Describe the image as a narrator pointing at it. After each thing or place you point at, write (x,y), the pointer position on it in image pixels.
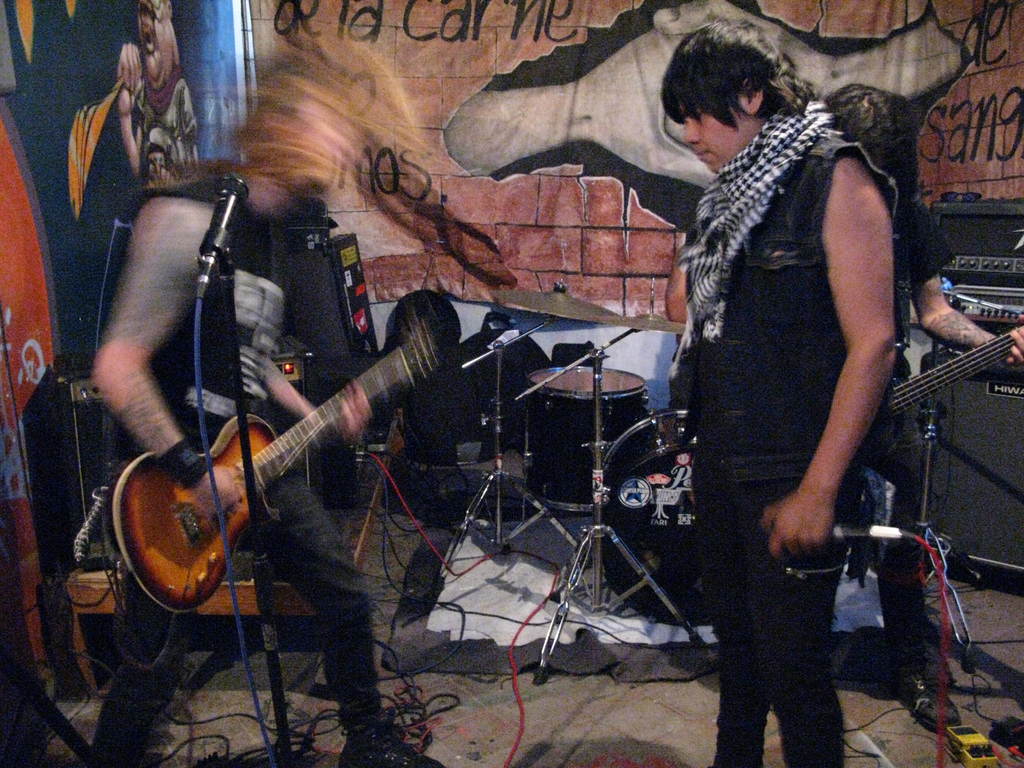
In this image we have group of people (852,273) who are standing, among them the person (258,365) on the left side (272,447) is playing a guitar (173,524) in front of the microphone (210,221). Here we have few drums (560,410). In the background (518,44) we have a wall (572,127) which is painted.
